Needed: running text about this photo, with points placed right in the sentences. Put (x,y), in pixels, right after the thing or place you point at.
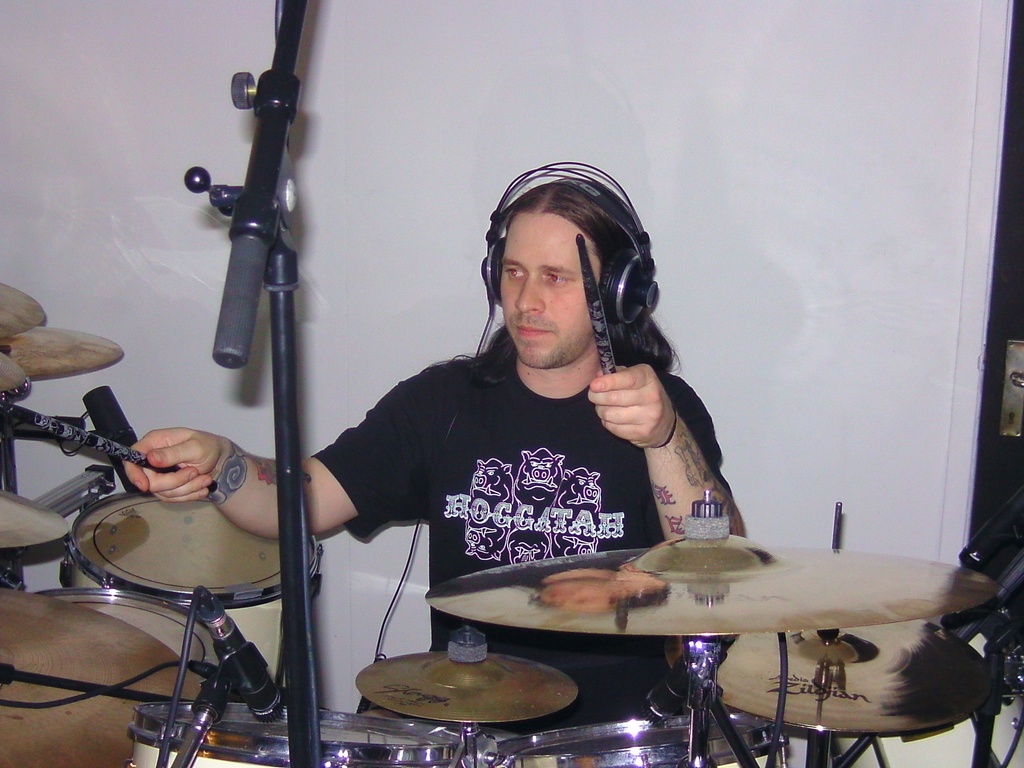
This is the man (479,494) sitting and holding sticks (80,433). He wore a T-shirt (561,406) and a headset (650,276). I think he is playing the drums (263,614). This is a mike (224,641), which is attached to the mike stand (217,696). I think this is a cymbal (860,680). This looks like a wall (709,91), which is white in color. On the right corner of the image (1010,305), I think this is a door (1006,374) with a door handle (1005,432).
